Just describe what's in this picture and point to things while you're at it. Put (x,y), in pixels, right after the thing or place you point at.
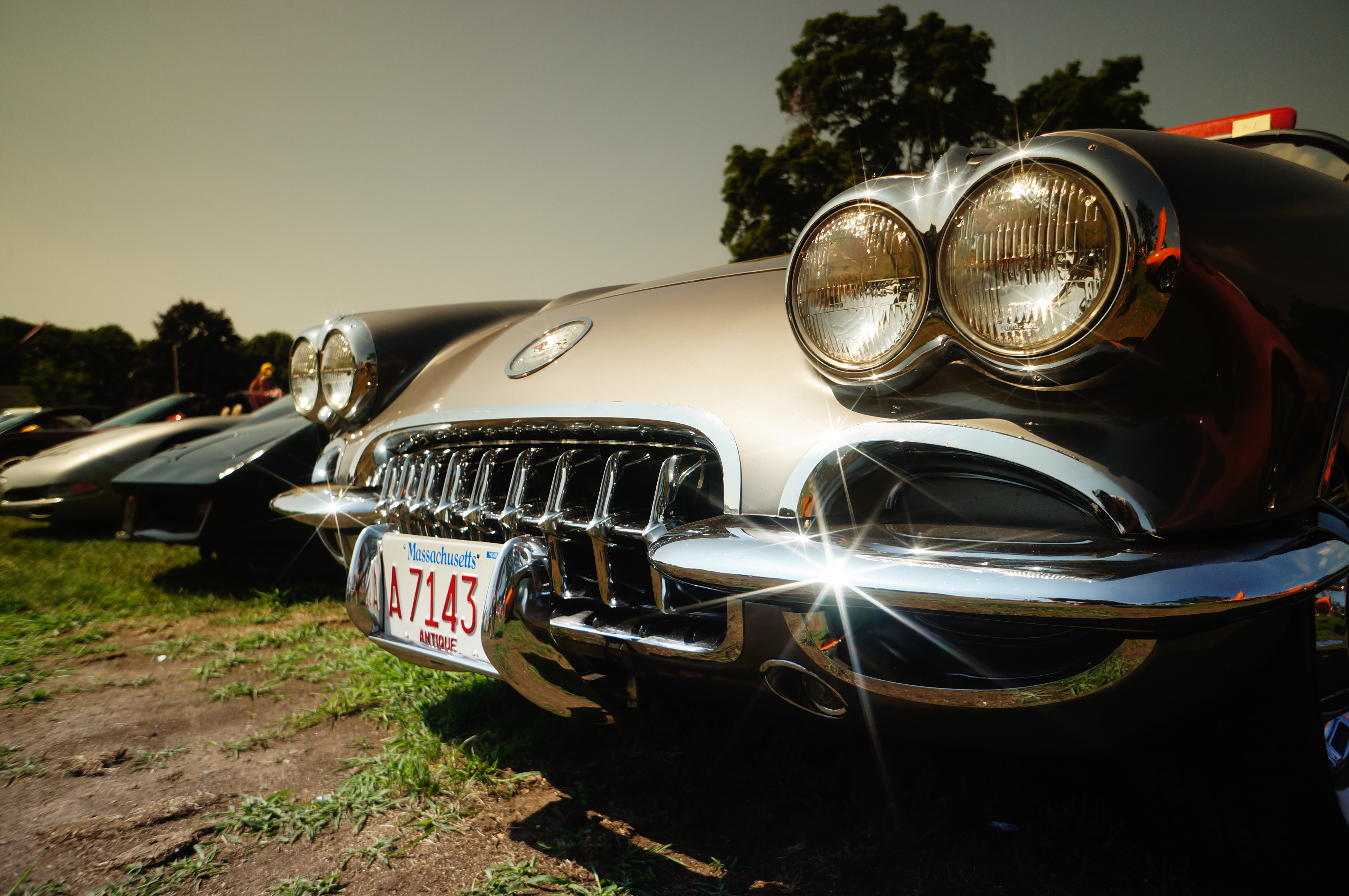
In the picture we can see a vintage car (986,566) on the grass surface (396,761) and beside it we can also see some cars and a person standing beside it and in the background (296,252) we can see trees (737,154) and sky (219,140).
